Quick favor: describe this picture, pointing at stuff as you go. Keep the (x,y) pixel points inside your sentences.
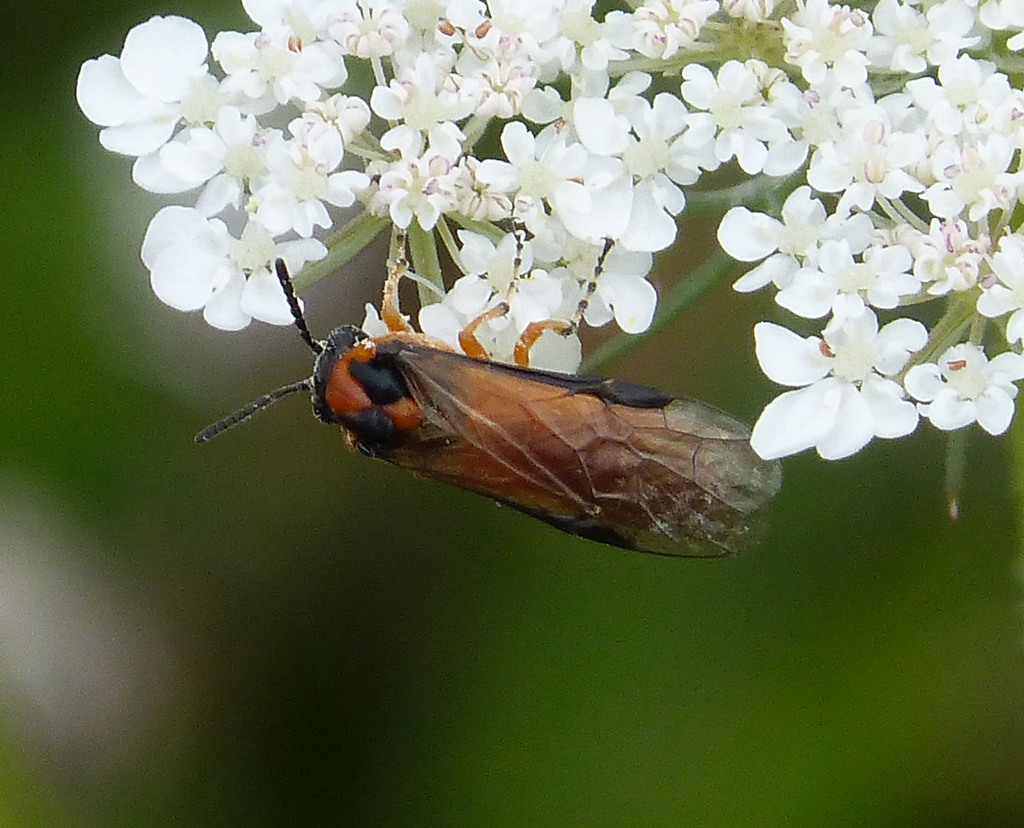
In this image I can see an insect (526,395) on white flowers (538,119). The background (624,676) is blurred.
